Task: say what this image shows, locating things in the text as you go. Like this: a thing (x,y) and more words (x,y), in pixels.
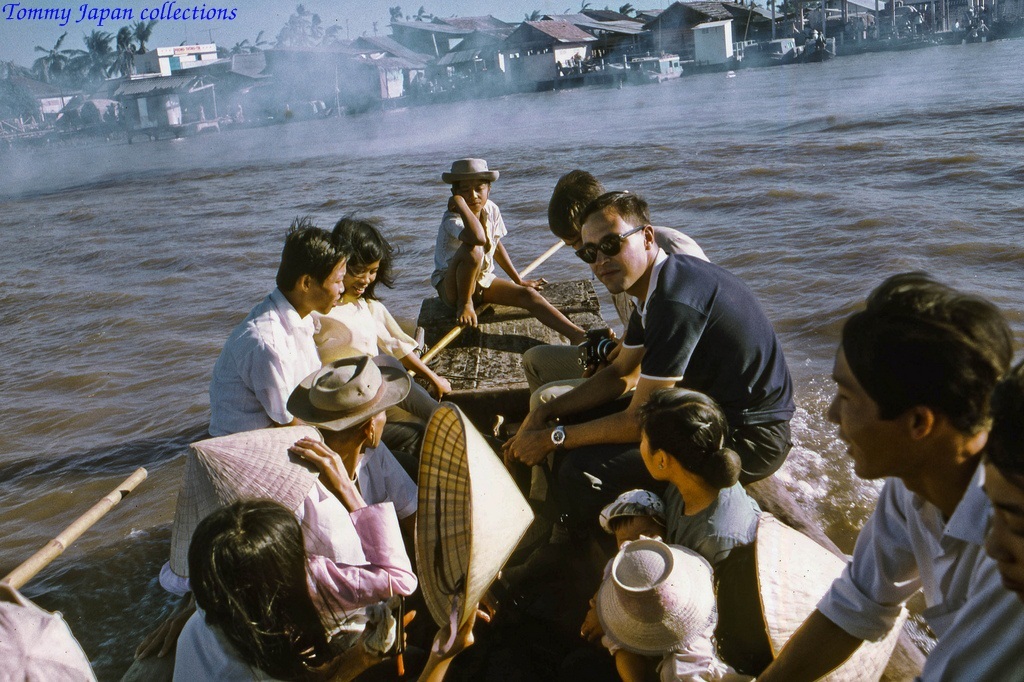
In the foreground (285,251) I can see a group of people (386,277) are boating in the water (310,196). On the top (316,91) I can see houses (321,67), trees (122,65), text (120,11) and the sky (373,11). This image is taken may be in the ocean (126,333).
